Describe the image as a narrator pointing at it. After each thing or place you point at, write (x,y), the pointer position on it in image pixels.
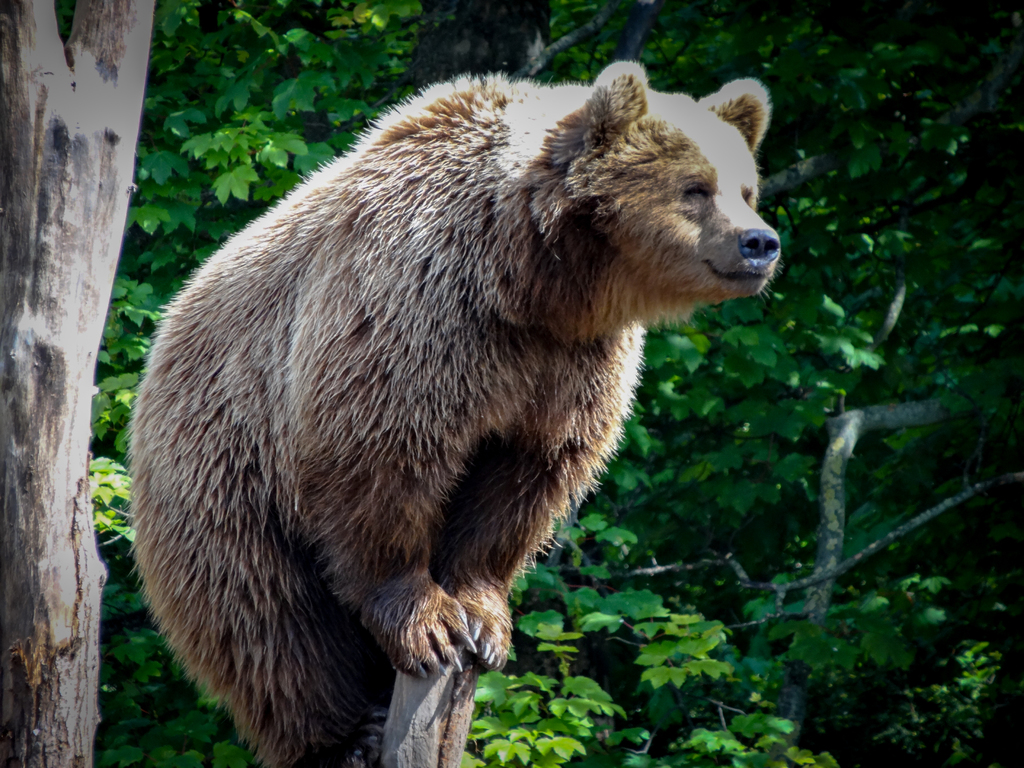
In this picture bear (703,250) is standing on the wooden stick (426,715). In the background (487,697) i can see the trees (876,12) and plants (968,606).
